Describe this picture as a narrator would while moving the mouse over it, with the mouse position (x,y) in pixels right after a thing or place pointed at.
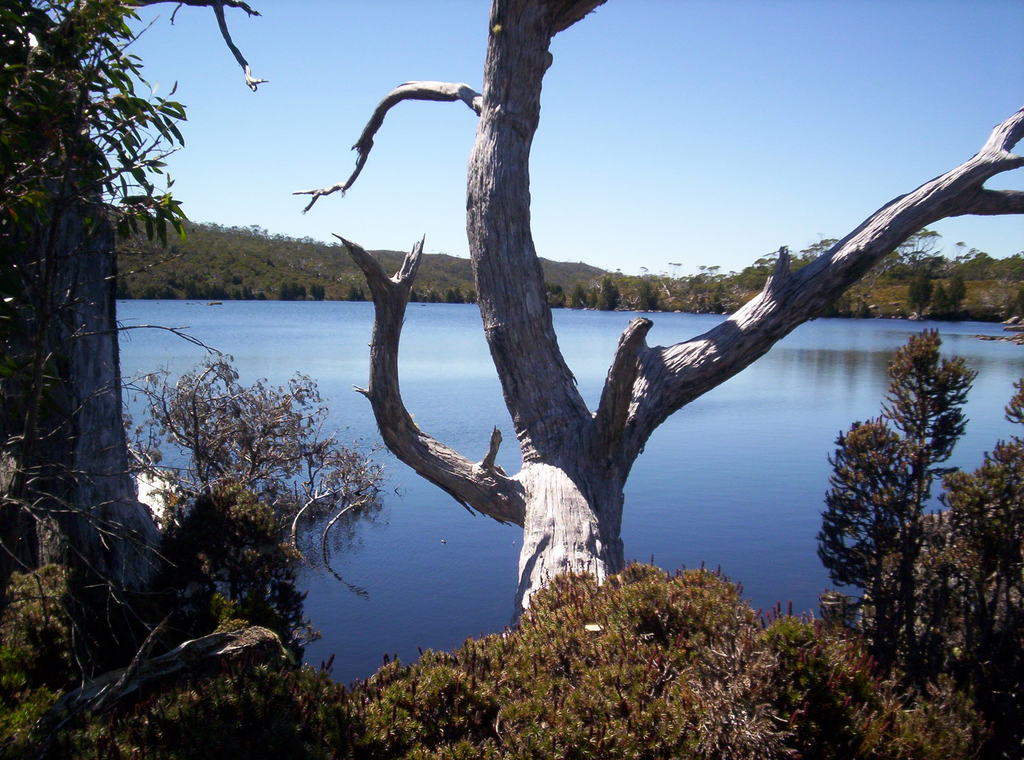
In this image, we can see some trees (94,536). There is a lake (336,406) and stem (522,362) in the middle of the image (573,481). There is a sky (594,84) at the top of the image (407,63).
